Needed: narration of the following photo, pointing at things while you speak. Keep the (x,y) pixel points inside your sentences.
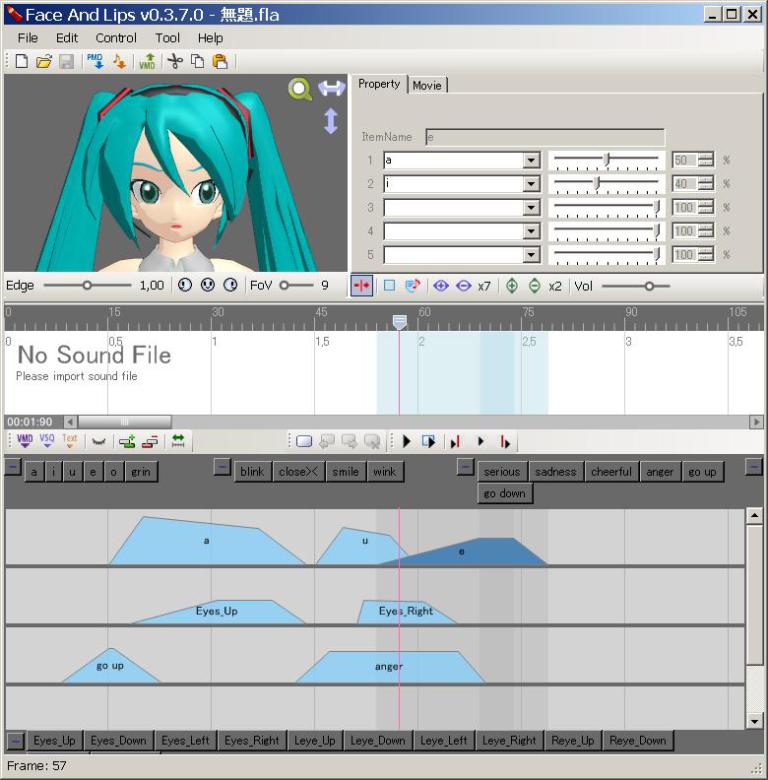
In the image in the center (396,281) we can see one application window (336,432). And on the left top of the image (126,125) we can see one cartoon image (194,195).
